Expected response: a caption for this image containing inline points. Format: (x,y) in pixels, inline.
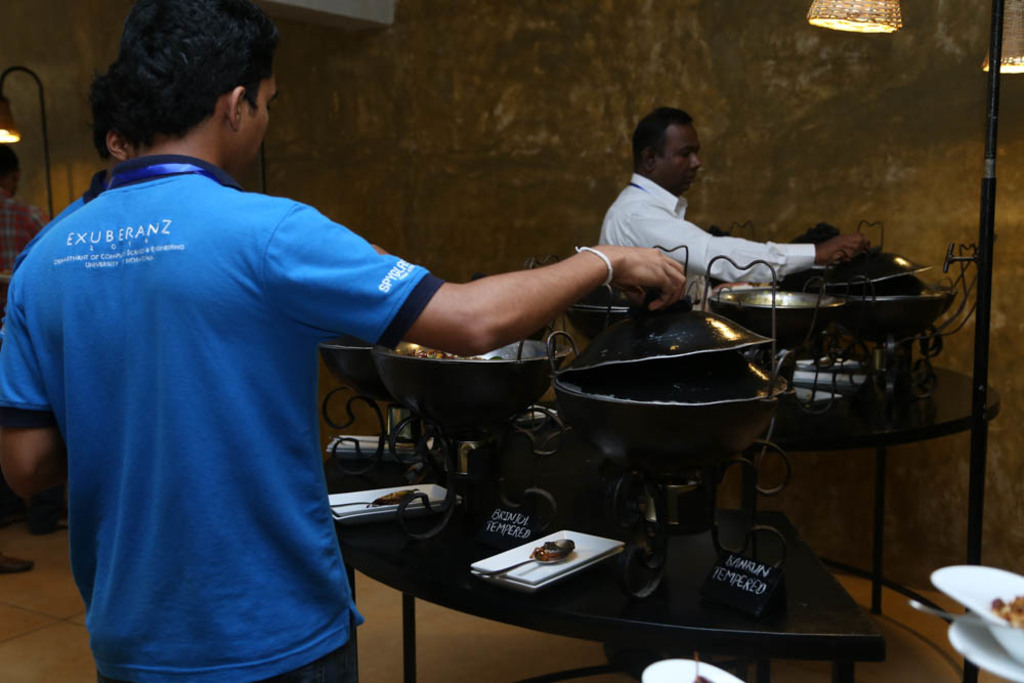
In this image we can see three persons (635,182) and the persons (742,259) are serving food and we can see the utensils (599,435). There are plates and spoons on a black object (464,552). Behind the persons (327,297) we can see a wall (530,60). On the left side (1,254), we can see a person (1,186) and a light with stand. At the bottom (687,659) we can see bowl (696,674) with food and a spoon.
